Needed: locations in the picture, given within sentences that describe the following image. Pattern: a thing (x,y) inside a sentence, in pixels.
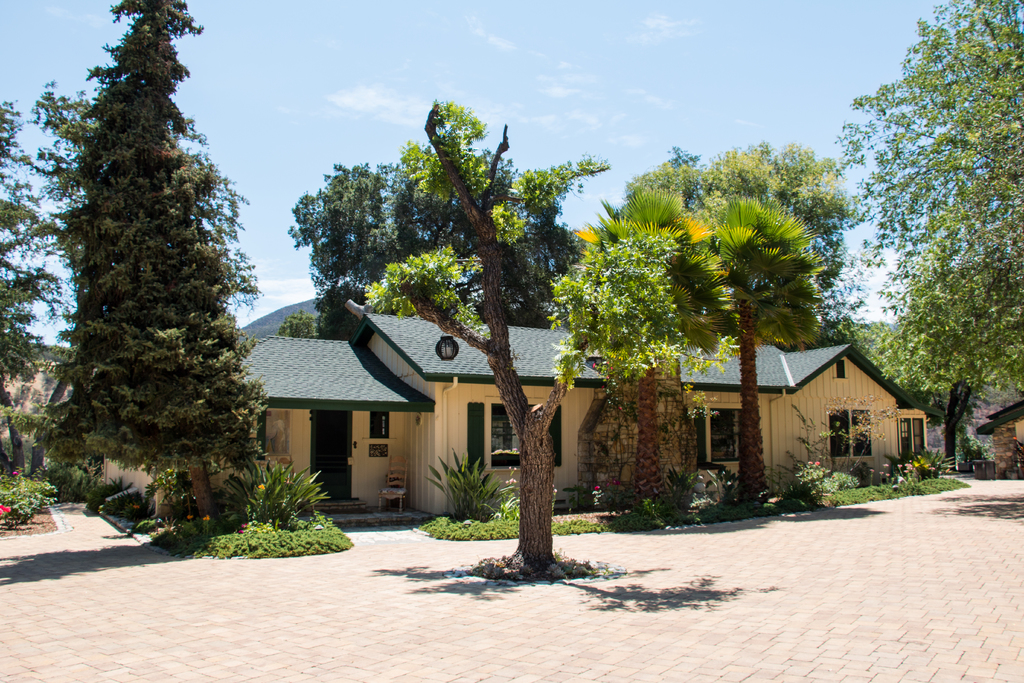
In this image we can see a building (780,408), there are few plants (287,517) and trees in front of the building (727,418), there are few trees (330,254) behind the building (438,367), there is a chair (391,491) near the building (438,399) and there is an object (446,356) hangs to the tree (430,295) and the sky (276,103) in the background (263,78).
